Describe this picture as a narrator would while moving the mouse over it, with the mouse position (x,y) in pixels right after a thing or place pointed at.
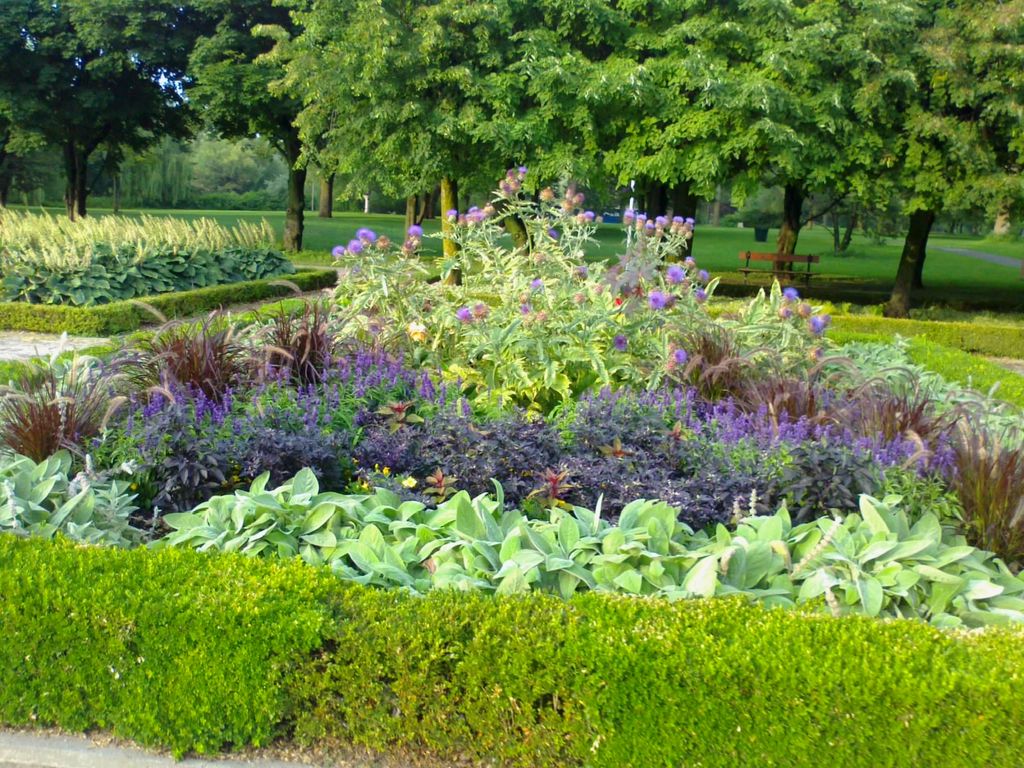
In this image at the bottom (900,668) there are some plants (325,400) and flowers (519,179), and in the background (232,144) there are trees (114,126) and grass (946,265) and one bench (762,275).
